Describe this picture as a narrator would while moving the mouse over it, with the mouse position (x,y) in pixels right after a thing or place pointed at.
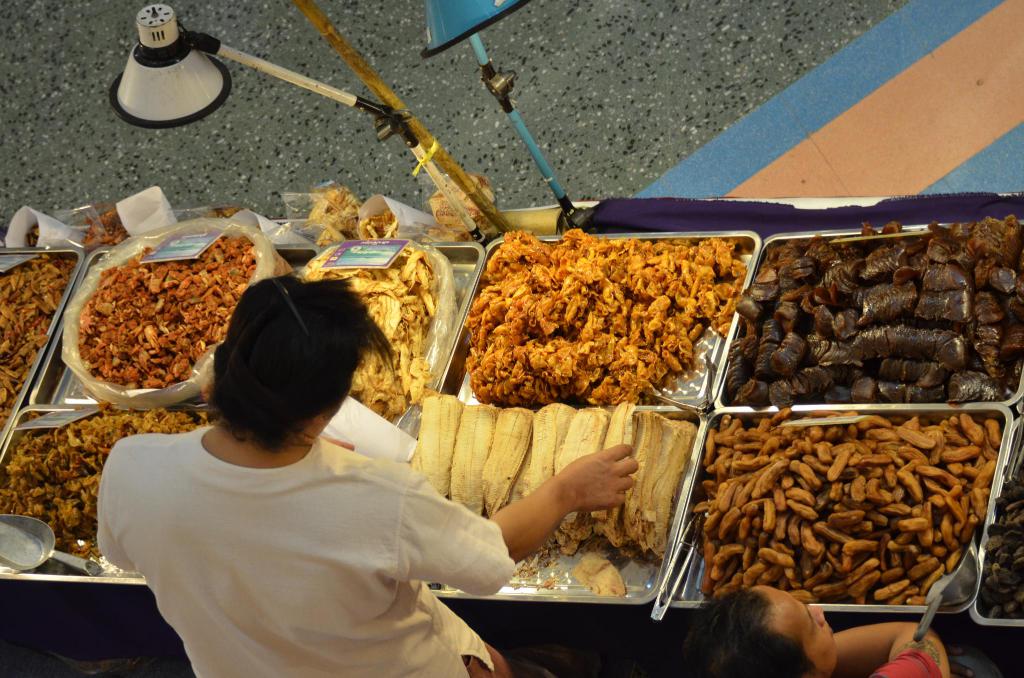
In this picture there is a table (986,632) in the center of the image (543,305), which contains food items (640,471) in the trays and there are people (470,521) at the bottom side of the image (380,525) and there are lamps (476,42) and a bamboo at the top side of the image (153,54).
